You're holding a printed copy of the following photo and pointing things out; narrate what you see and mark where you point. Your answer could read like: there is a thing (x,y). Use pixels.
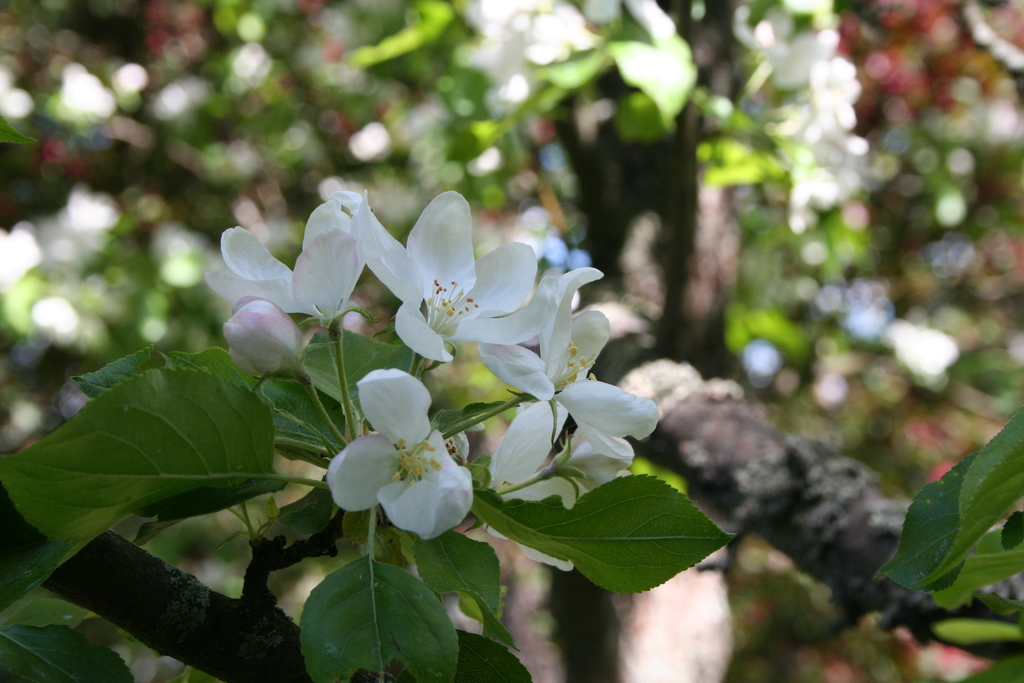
In the picture we can see a part of the plant (557,423) with white color flowers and behind it also we can see some plants (949,285) which are not clearly visible.
